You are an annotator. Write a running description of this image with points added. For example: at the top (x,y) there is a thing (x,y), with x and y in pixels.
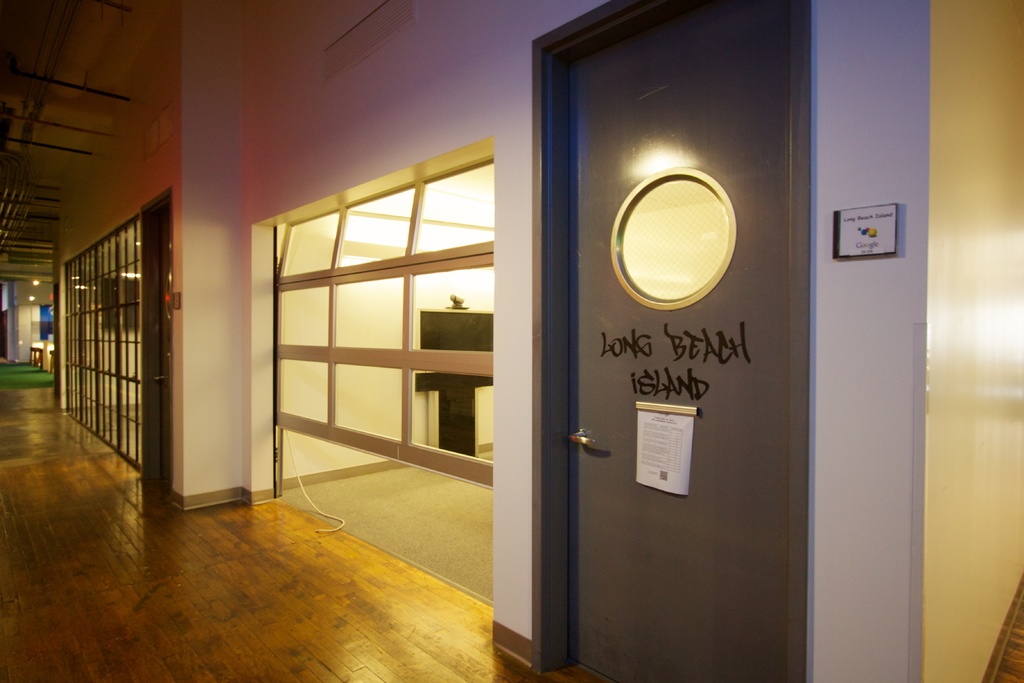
In the foreground of this image (575,530), on the right (696,511) there is a door (643,559), few boards (680,425) and the glass wall (385,332). At the top (372,54), there is wall (230,36) and the ceiling (88,34). In the background (109,313), there is glass wall (135,384), few lights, objects (36,344) and the green carpet (32,370).
